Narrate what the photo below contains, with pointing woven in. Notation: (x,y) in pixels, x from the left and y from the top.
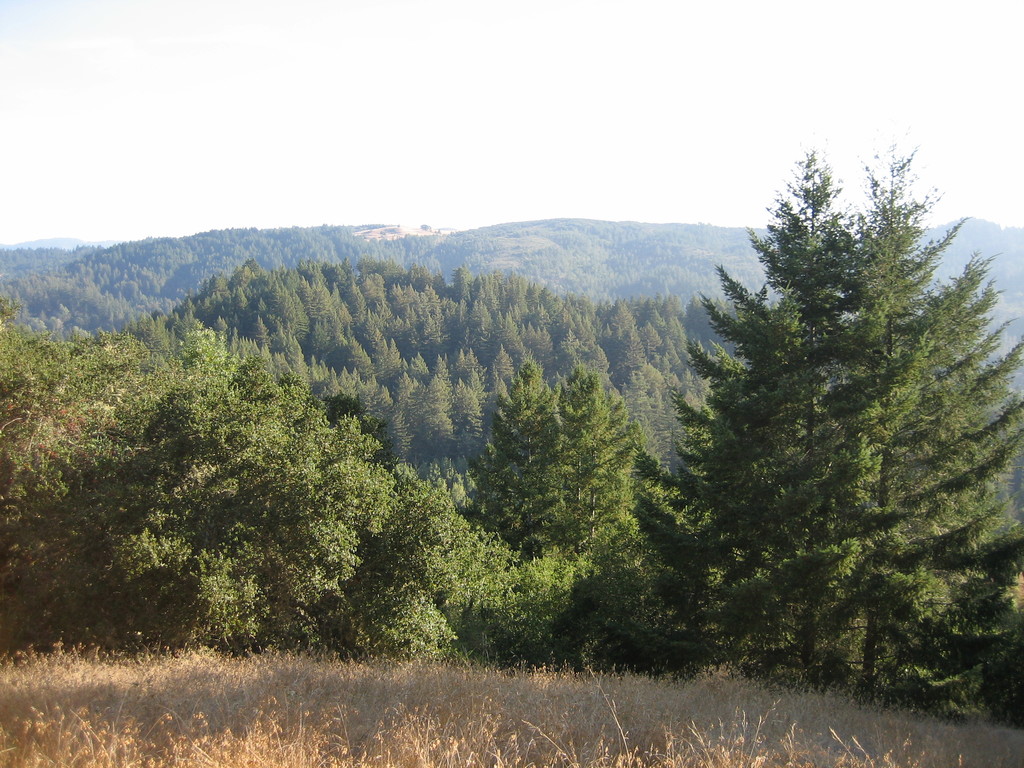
In this image there is grass (695,757), in the background (781,598) there are trees (571,309), mountain (628,253) and the sky (489,109).
